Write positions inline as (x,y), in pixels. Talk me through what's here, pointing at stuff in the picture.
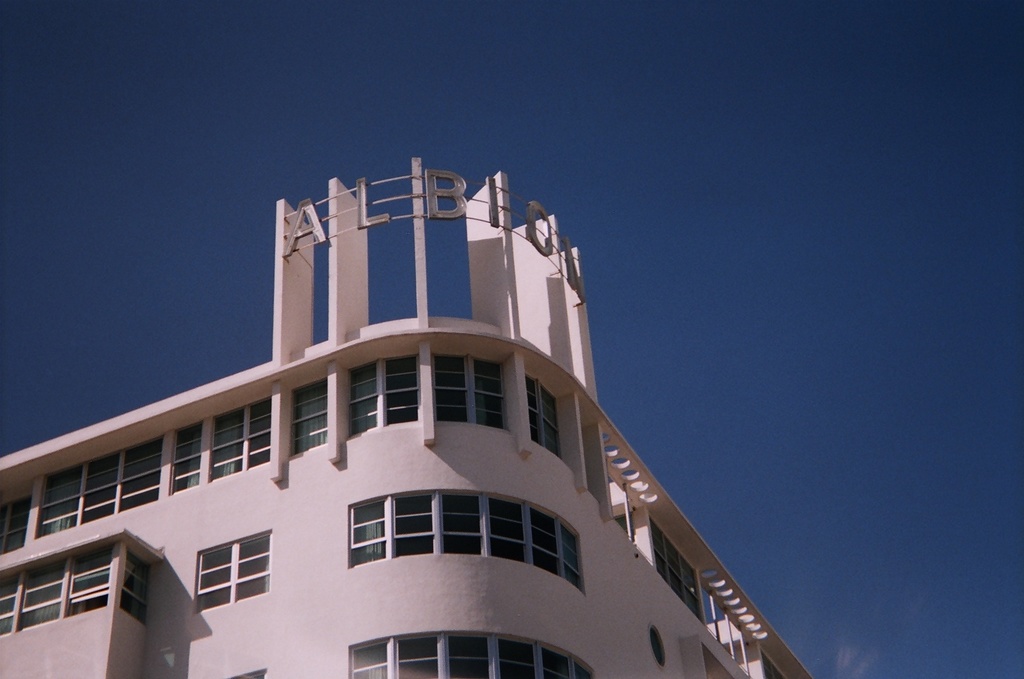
In this image we can see the building (535,334) and on the top of the building (352,208) we can see the name (550,224). Sky (582,227) is also visible.
